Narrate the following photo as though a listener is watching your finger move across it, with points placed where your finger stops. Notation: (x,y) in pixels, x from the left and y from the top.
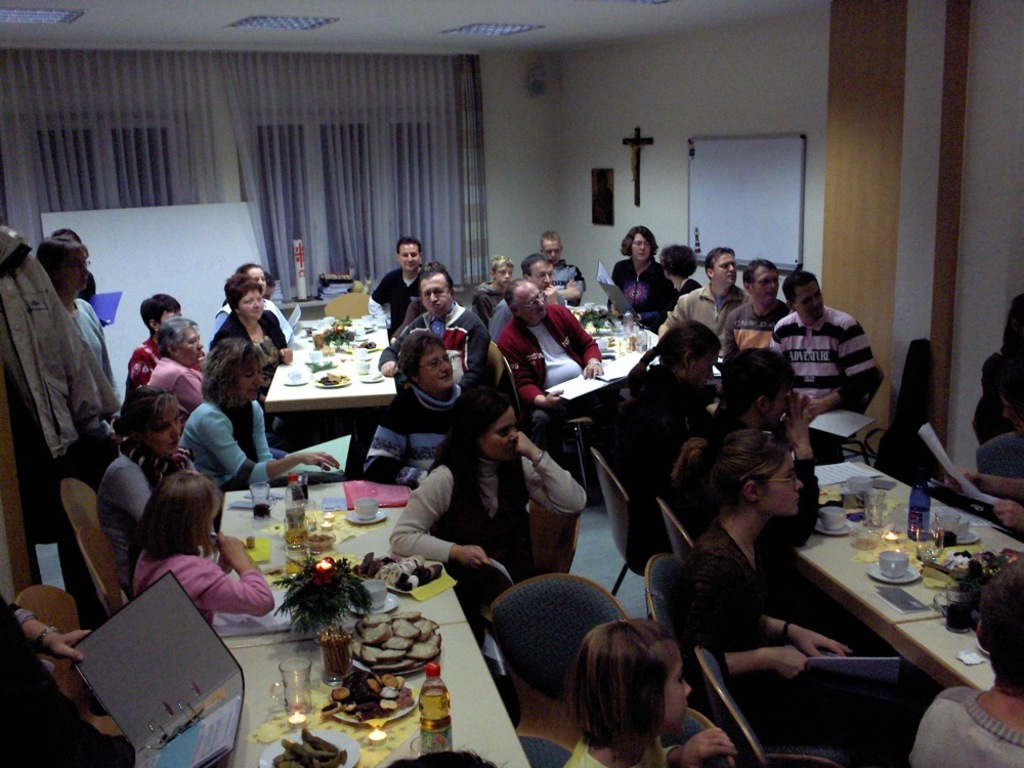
This is a room (401,232) with group of people (462,534) sitting on the chair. On the table (353,537) there are bottles (433,712), glasses,,cups (312,525), plates (366,518), food items (392,700) and flower vase (321,628). Behind them there is a board (149,247), curtain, window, cross symbol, frame (604,182), wall (617,205).
